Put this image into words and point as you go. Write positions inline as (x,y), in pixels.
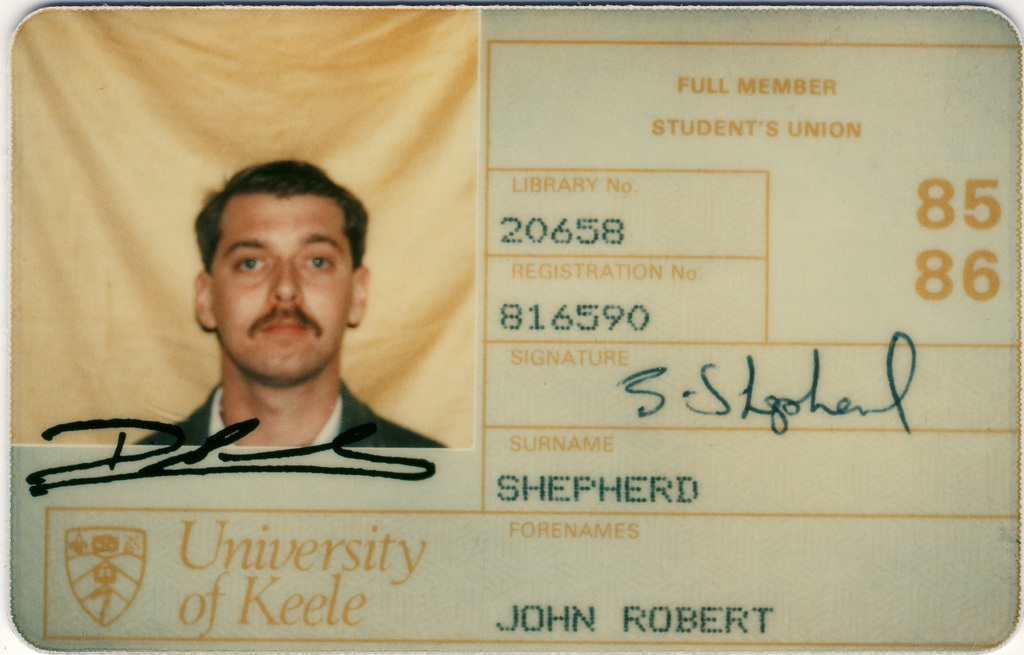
In this image we can see an id card (253,483) and there is a picture (329,442) of a man (363,444) pasted on the id card (360,395). There is text (357,432).
